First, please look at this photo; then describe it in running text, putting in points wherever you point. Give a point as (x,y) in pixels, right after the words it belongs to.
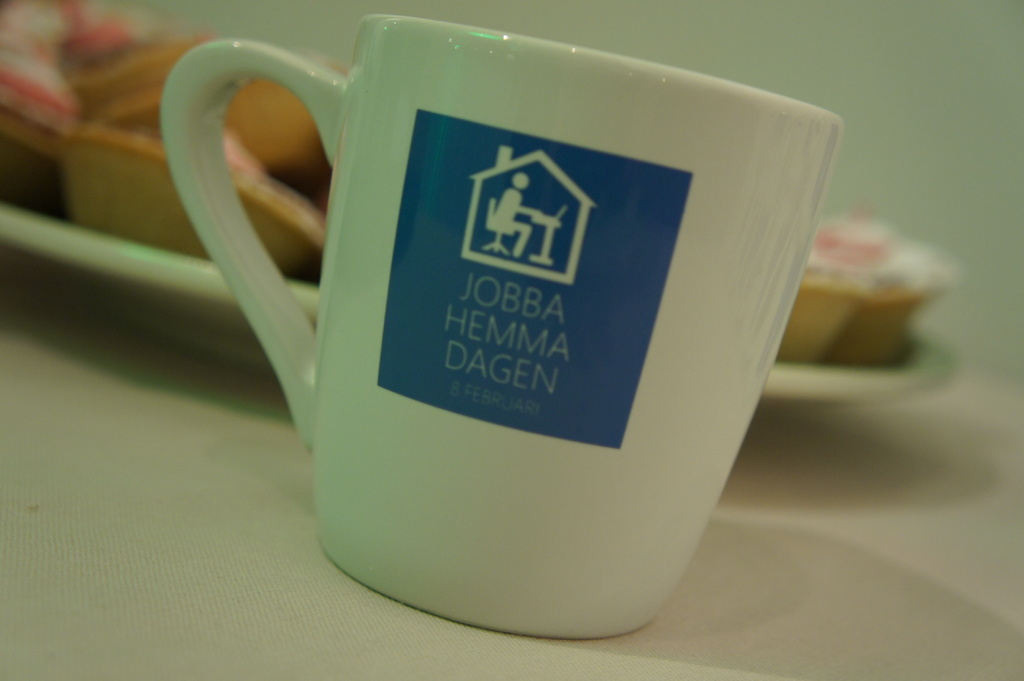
In this picture there is a cup (544,395) which has something written on it and there is a plate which has few eatables (119,77) placed on it is beside the cup (789,264).
